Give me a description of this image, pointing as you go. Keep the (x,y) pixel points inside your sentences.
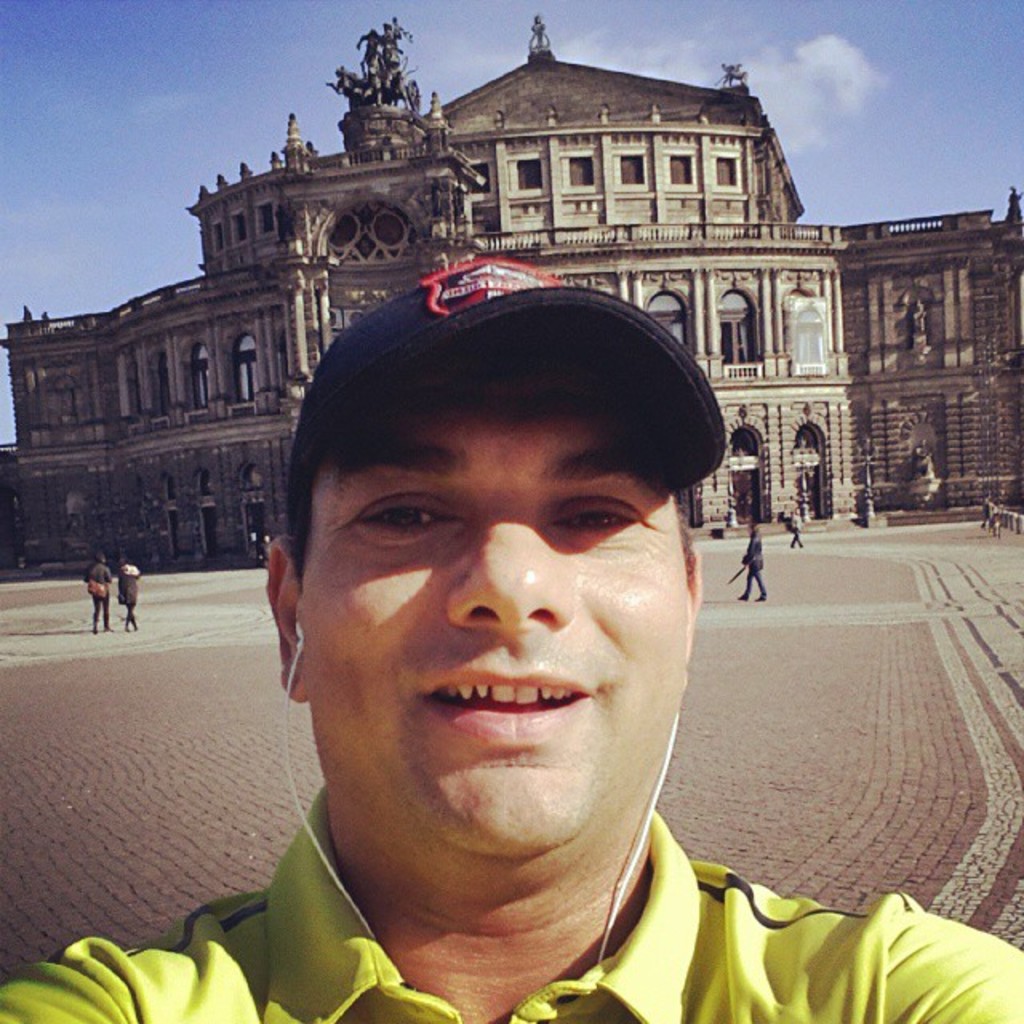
In the center of the image (554,568), we can see a person (461,480) wearing a cap (335,337) and earphones (634,858). In the background (384,232), there is a building (638,254) and we can see some people (261,552) on the ground (810,792). At the top (668,56), there are clouds (668,56) in the sky (693,65).
